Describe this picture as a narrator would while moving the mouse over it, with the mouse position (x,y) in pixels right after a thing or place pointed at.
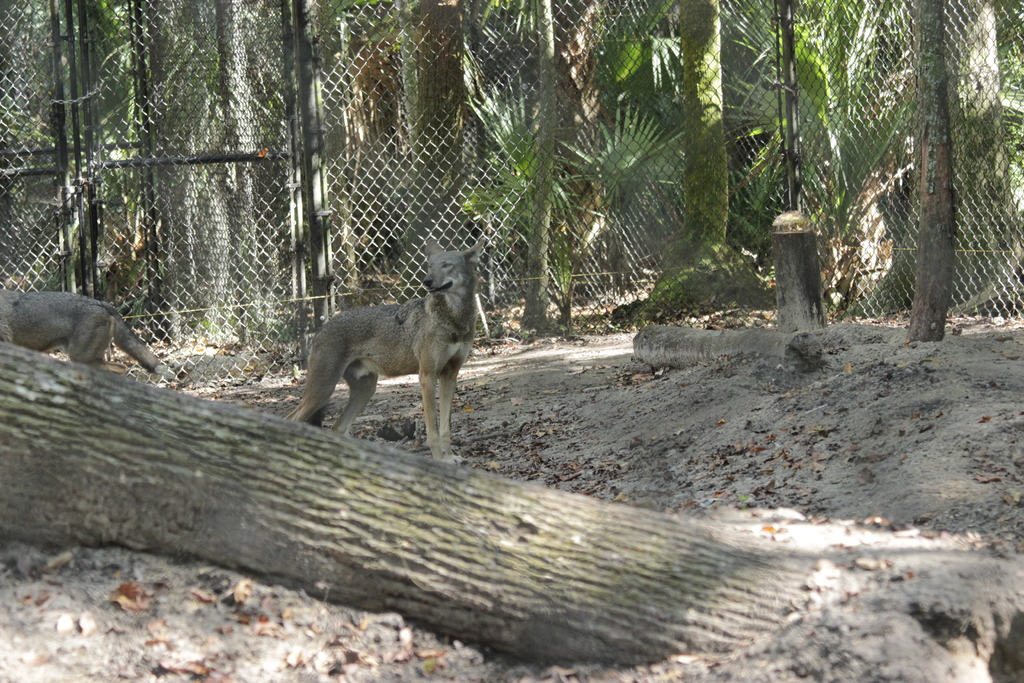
In this image we can see the animals (351,369) on the ground (507,430). And there is a tree trunk (508,512). In the background (370,179), we can see the trees (536,203) and fence (658,181).
